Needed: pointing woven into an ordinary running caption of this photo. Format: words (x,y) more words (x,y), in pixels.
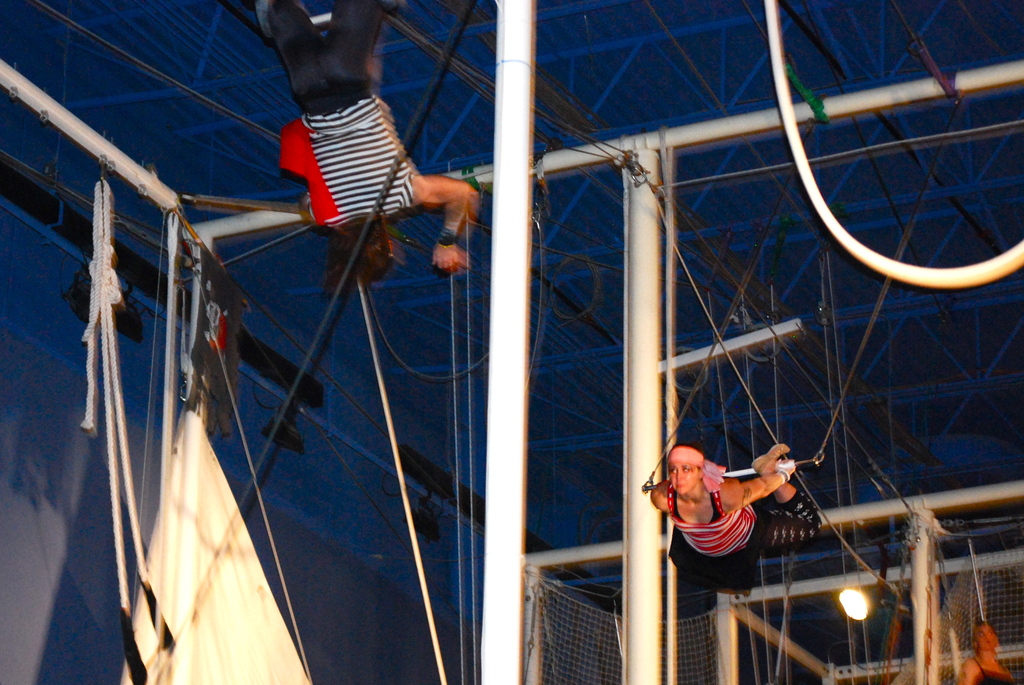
In this image there are the gymnastic Equipments (512,221) and the two people (721,473) are practicing. A person (993,643) is standing on the right side (993,657). There is a wall (6,368) on the left side (303,467). There is a roof (566,356). There is a light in the background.
